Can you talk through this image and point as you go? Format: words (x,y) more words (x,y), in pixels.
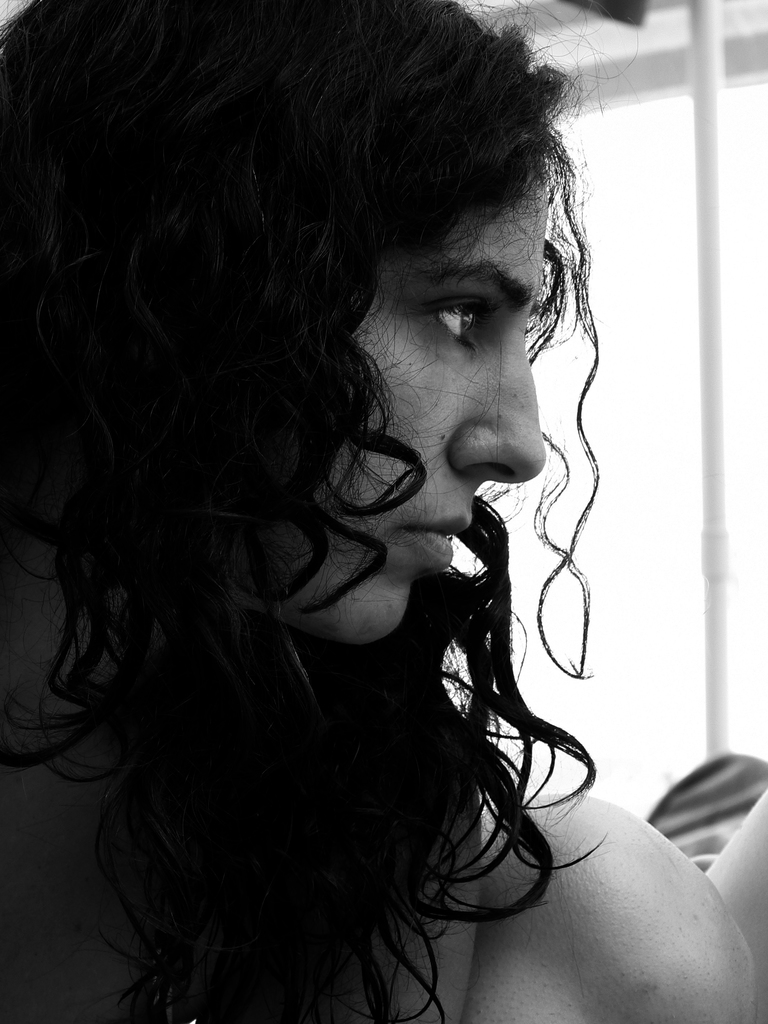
In this image I can see a woman (295,973) is looking on the right side (681,347), this image is in black and white color.
